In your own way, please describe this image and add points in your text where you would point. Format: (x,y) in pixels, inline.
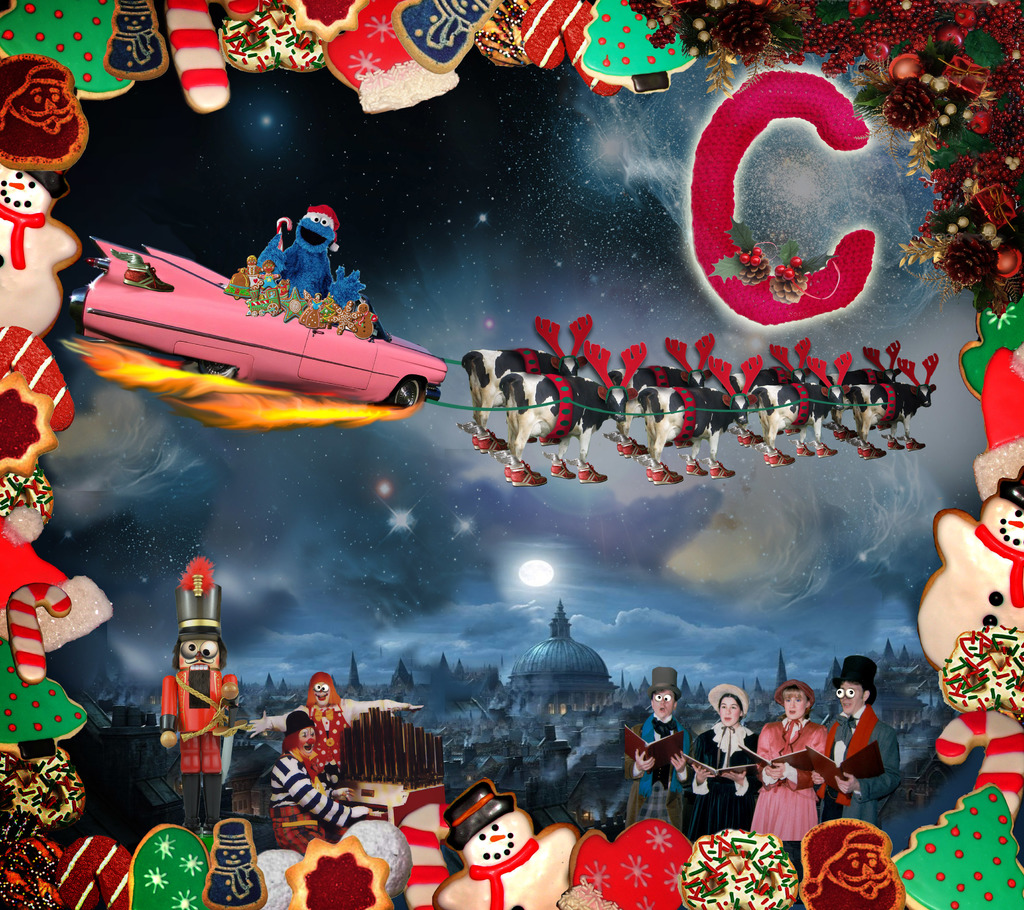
In the picture I can see a car (146,321) and cows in the middle of the image (485,417). I can see a toy (277,253) in the car (334,337). I can see four persons (786,683) on the bottom right side (788,711) and they are holding the book (649,751) in their hands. I can see a man (314,735) on bottom left side (310,824) and he is playing the piano (420,779). In the background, I can see the dome construction (558,602). I can see a moon (540,572) and stars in the sky (590,487).
